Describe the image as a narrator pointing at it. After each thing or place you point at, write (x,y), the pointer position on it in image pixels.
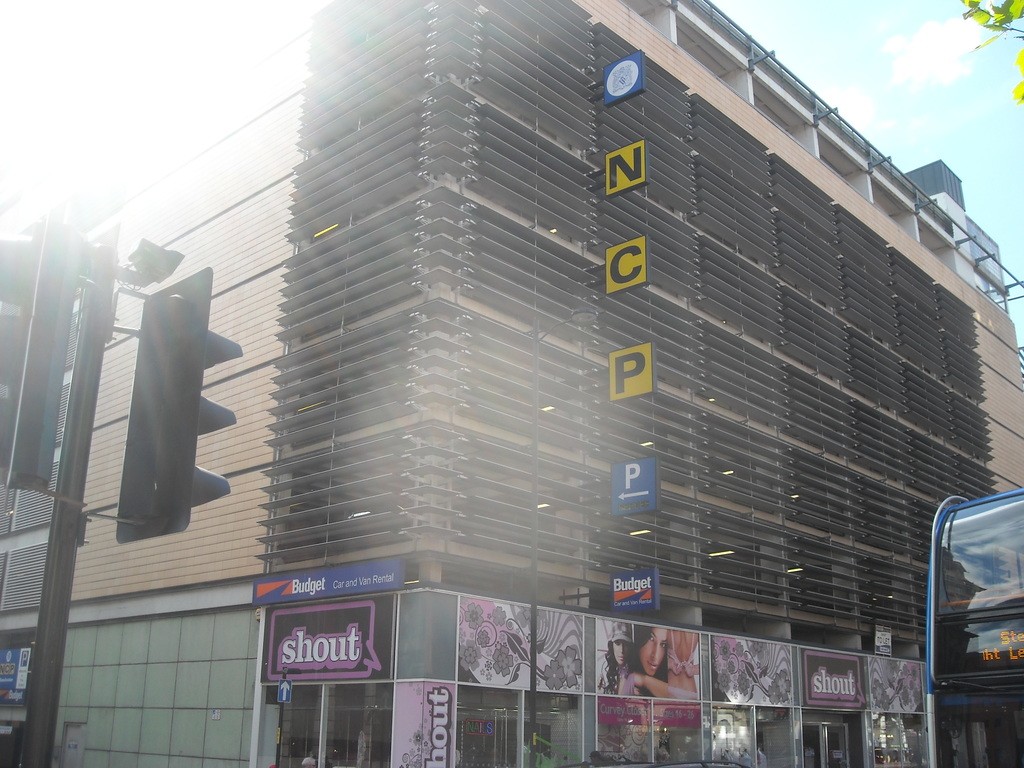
In this image there is a traffic signal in the left corner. There is vehicle (1023,706) and tree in the right corner (970,749). There is a building (463,44) with some posters (341,631) and text (381,580) on it in the foreground (592,579). And there is a sky (811,71) at the top (1015,220).
